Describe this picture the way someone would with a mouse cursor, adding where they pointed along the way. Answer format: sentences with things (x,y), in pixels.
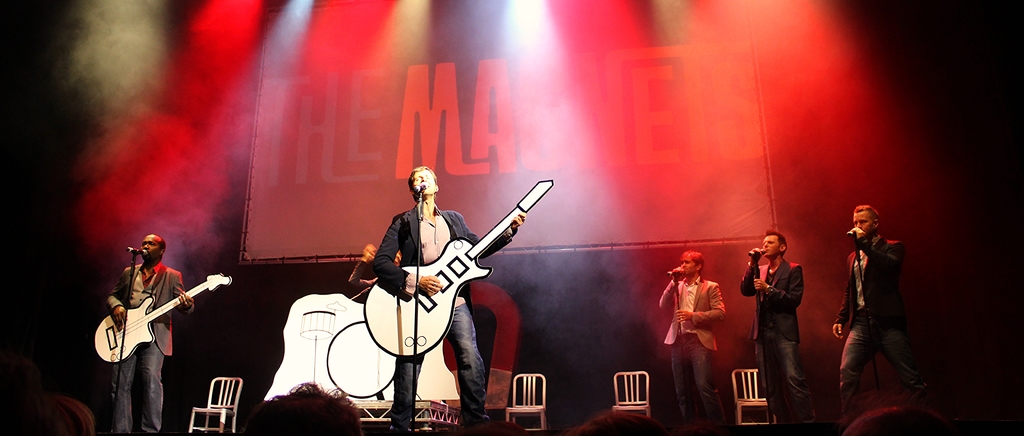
In this image it looks like it is a music concert in which there is a man (429,236) in the middle (426,219) who is singing with the mic (423,207) while playing the guitar (413,309). In the background (754,278) there are three men (711,296) who are singing with the mic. At the top (497,76) there is a banner (415,76) and lights (518,27). On the left side (166,276) there is a man (158,322) who is playing the guitar (133,313). In front of him there is a mic (133,258). There are chairs (630,393) on the stage (156,427).
